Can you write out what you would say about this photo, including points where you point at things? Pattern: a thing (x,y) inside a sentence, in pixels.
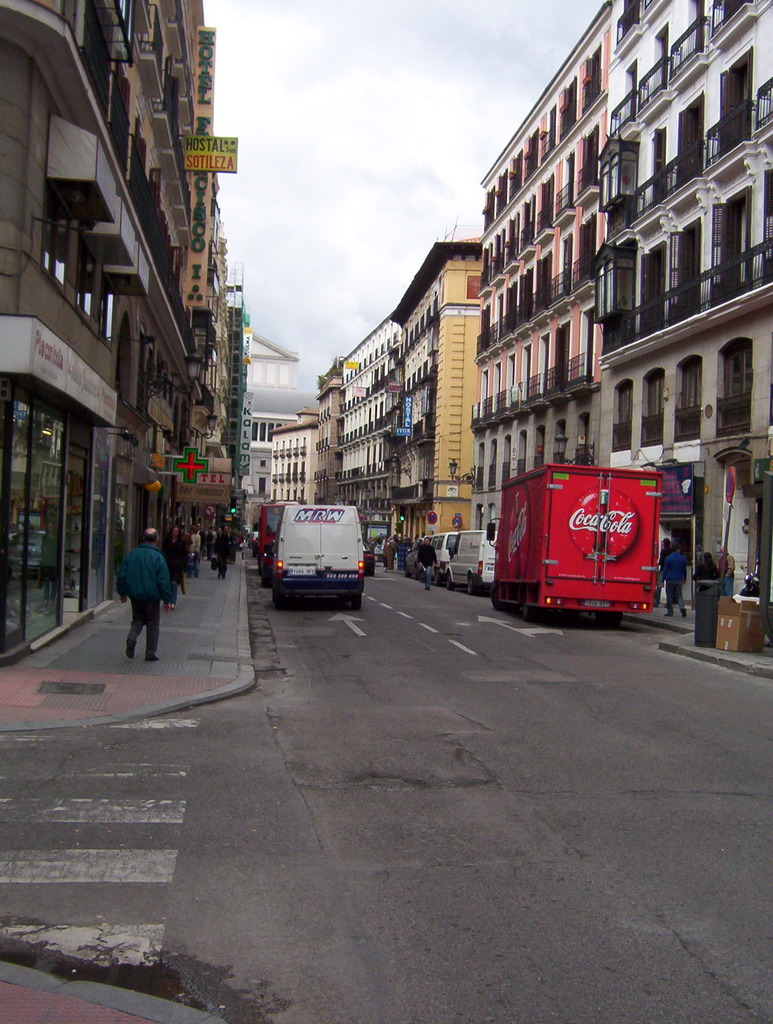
In this image, I can see the vehicles (371,570) on the road (521,639). There are groups of people (177,562) walking and buildings (30,181) with the name boards (197,257). In the background (329,212), there is the sky (373,95).
